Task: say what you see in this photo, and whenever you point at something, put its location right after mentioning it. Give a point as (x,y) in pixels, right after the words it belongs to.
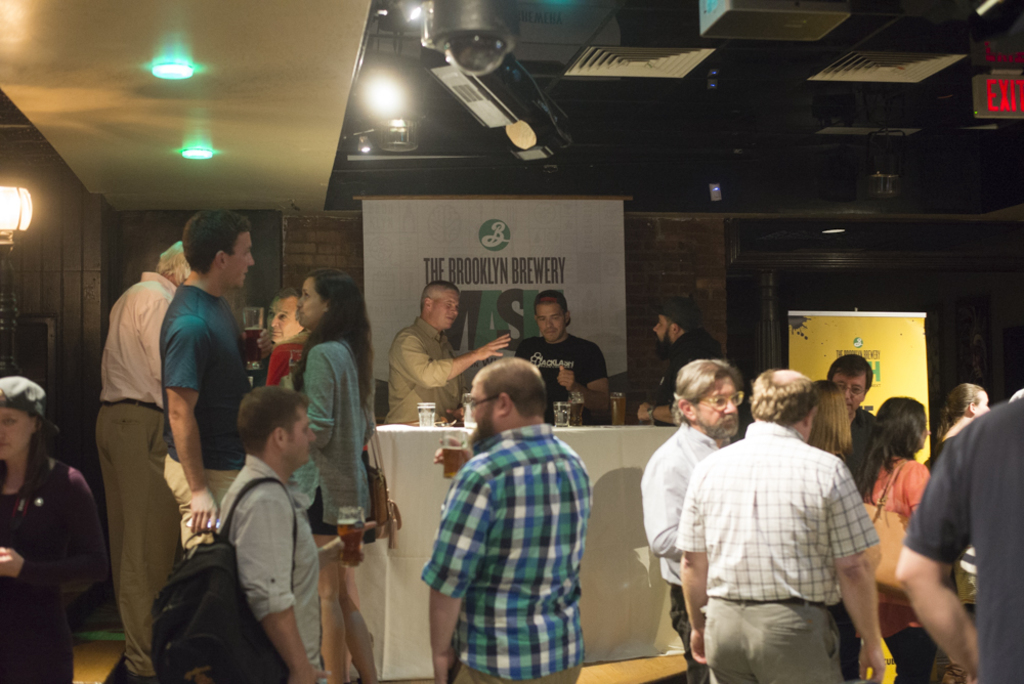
In the image there are many people (791,572) standing. There are few people (249,493) with glasses (454,463) in their hands (437,457). And also there is a table (399,427) with glasses (562,400). In the background (513,229) there is a wall (684,271) with banners (515,255). At the top of the image (383,129) there is a ceiling (303,140) with lights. And on the right side of the image (985,77) there is a sign board (983,77). And on the left side of the image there is a lamp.
